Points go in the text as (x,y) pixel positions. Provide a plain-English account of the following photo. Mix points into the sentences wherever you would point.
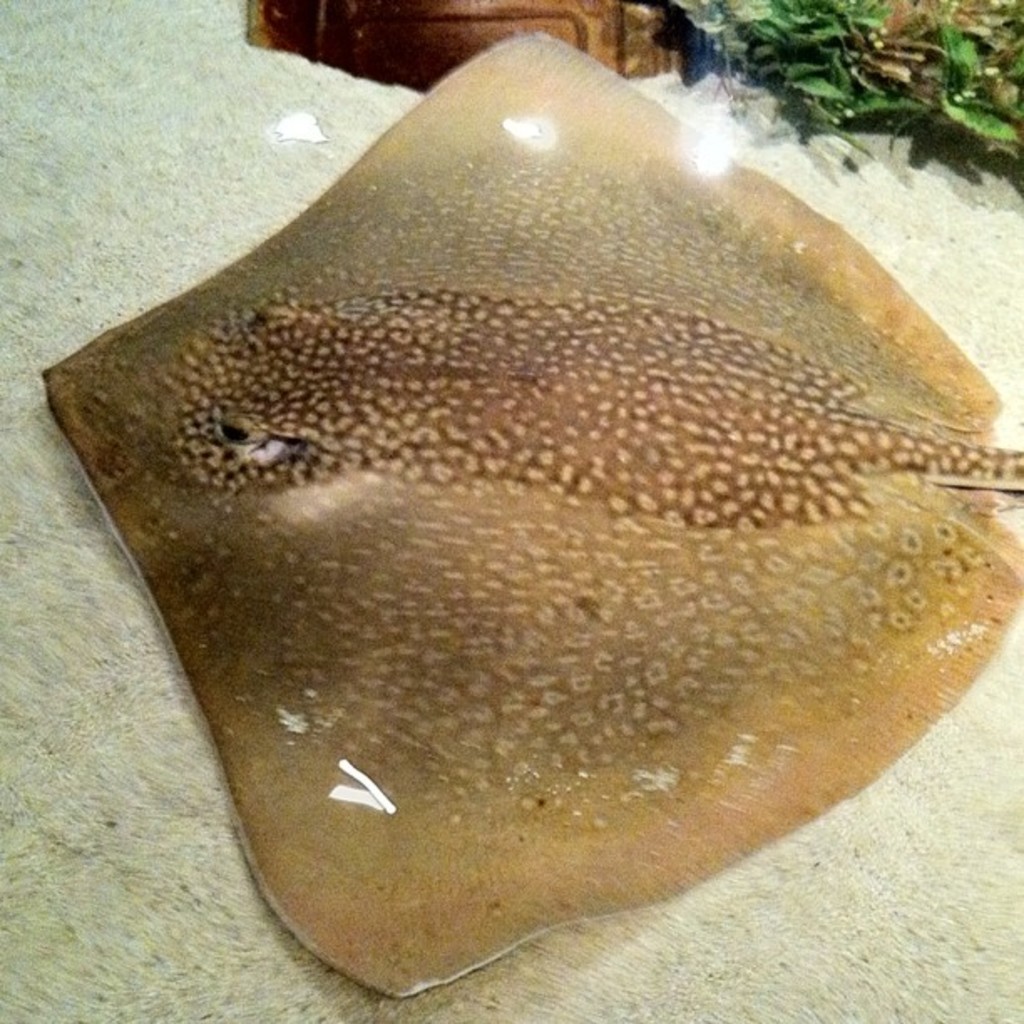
In this image I can see an aquatic animal (511,398) which is in brown color. To the side I can see the plants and brown color object (360,35). These are on the white color surface (714,909).
